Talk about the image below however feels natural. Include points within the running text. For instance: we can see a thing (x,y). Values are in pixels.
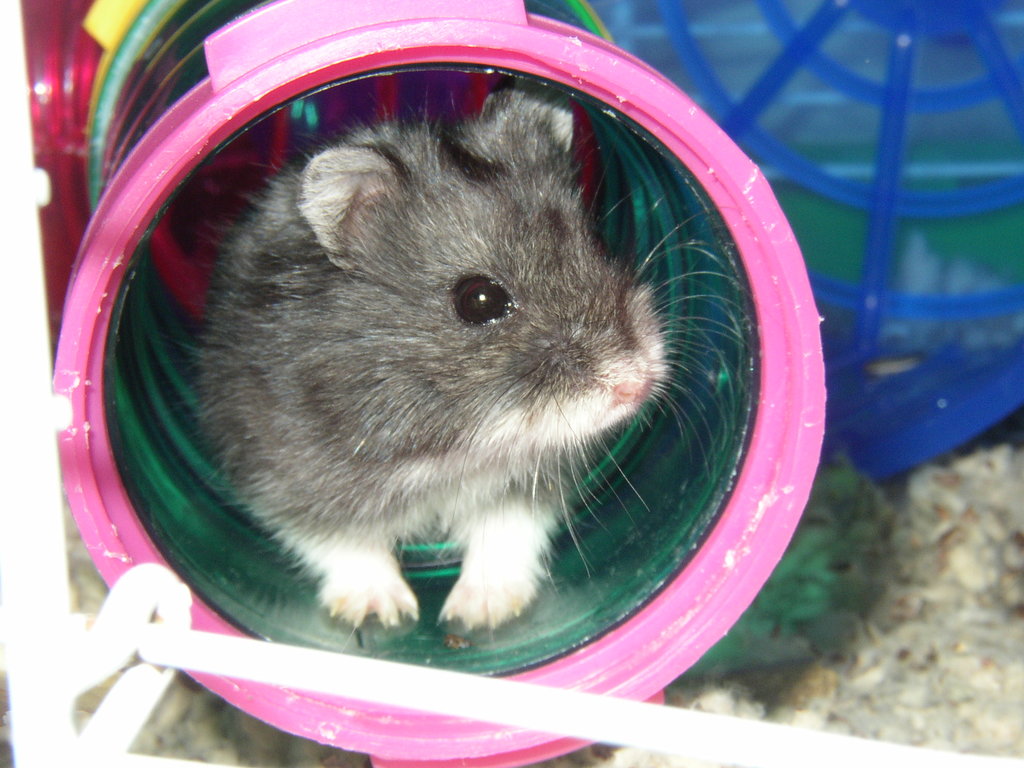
In this picture I can observe a hamster (441,301) in the middle of the picture (552,350). The hamster (502,307) is in the small tunnel (432,49). This hamster (342,274) is in grey and white color.
